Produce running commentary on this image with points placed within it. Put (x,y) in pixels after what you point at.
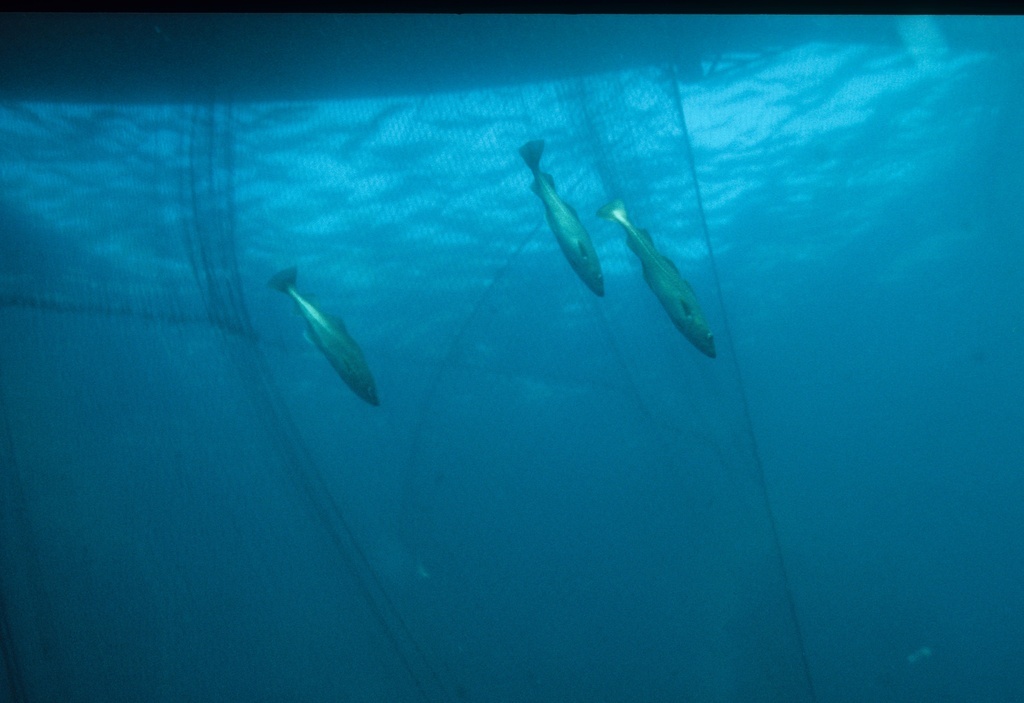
In the picture I can see fishes (585,272) and net (423,239) in the water (405,264).
